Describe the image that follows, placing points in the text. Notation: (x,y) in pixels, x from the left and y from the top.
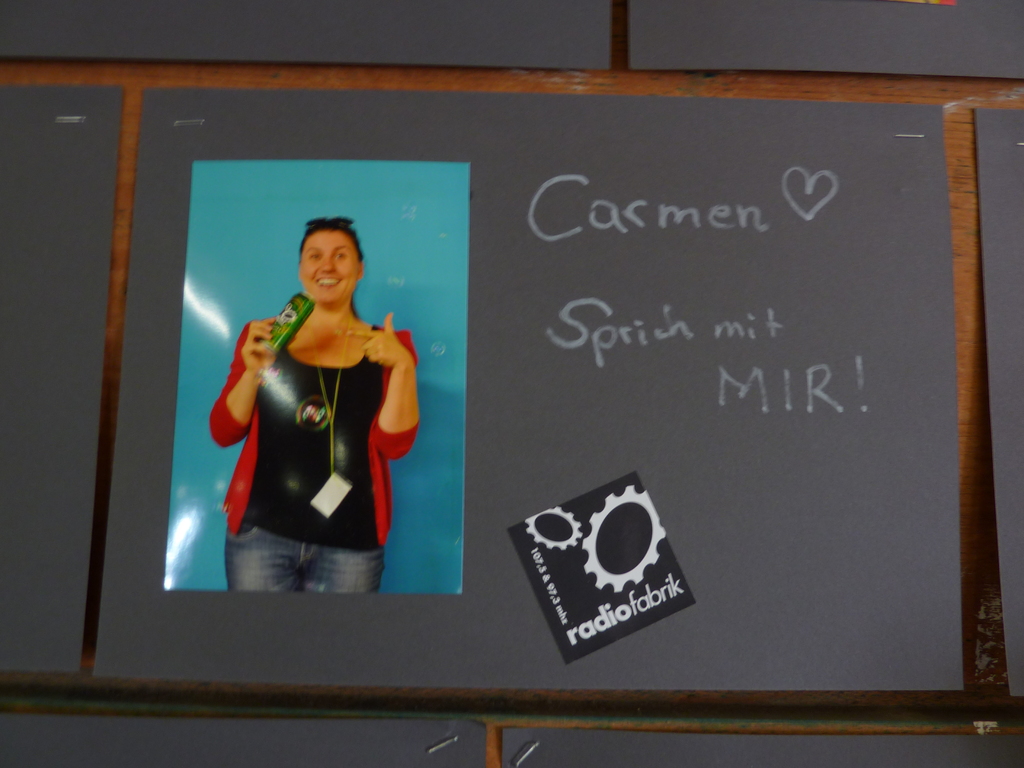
There is a board (226,158). On that something is written and a picture (381,382) of a lady (307,459). And the lady (333,429) is wearing a tag (333,427) and holding something in the hand (258,335).
